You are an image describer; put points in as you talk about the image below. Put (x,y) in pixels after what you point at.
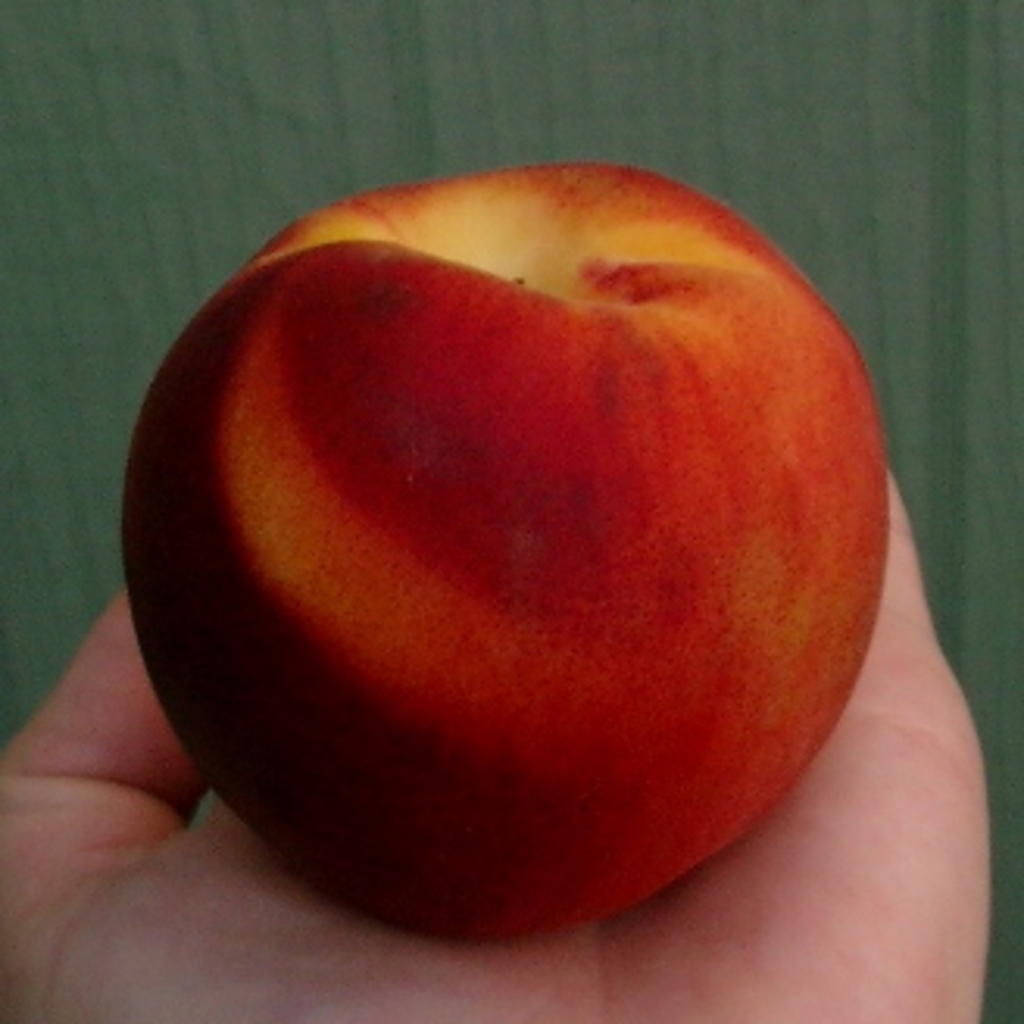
In the picture, a person (83,891) is holding a fruit (449,618) on his palm (110,994), the fruit (438,380) is of red and pale yellow color.
